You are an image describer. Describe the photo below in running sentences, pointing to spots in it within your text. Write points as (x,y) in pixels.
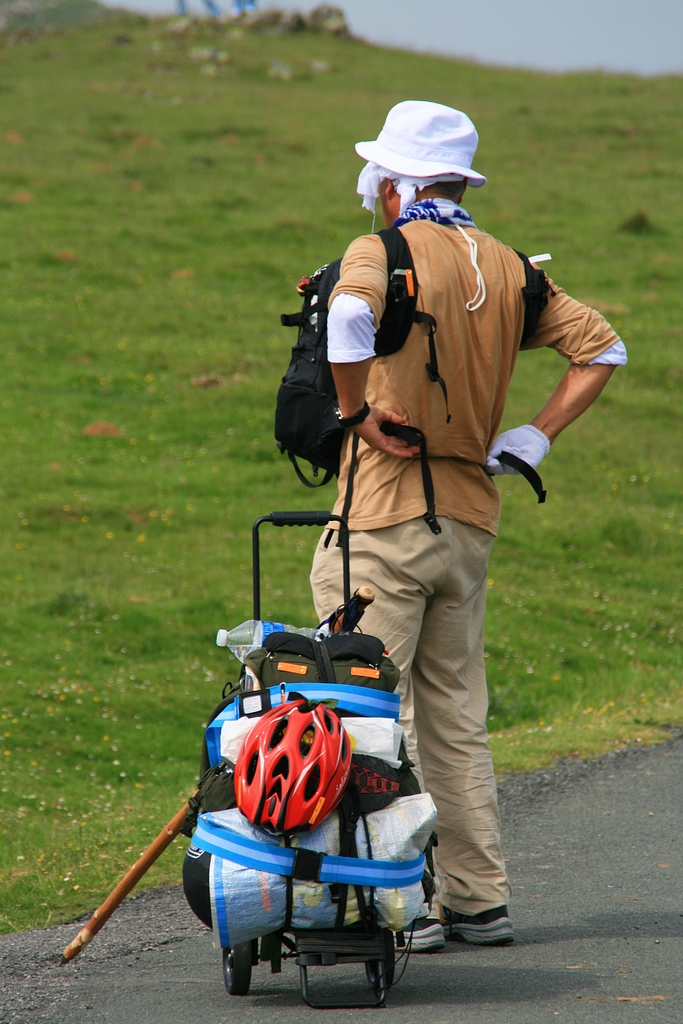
As we can see in the image there is a grass (86,118) and a man (388,551) standing on road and beside him there is a suitcase (290,864).
